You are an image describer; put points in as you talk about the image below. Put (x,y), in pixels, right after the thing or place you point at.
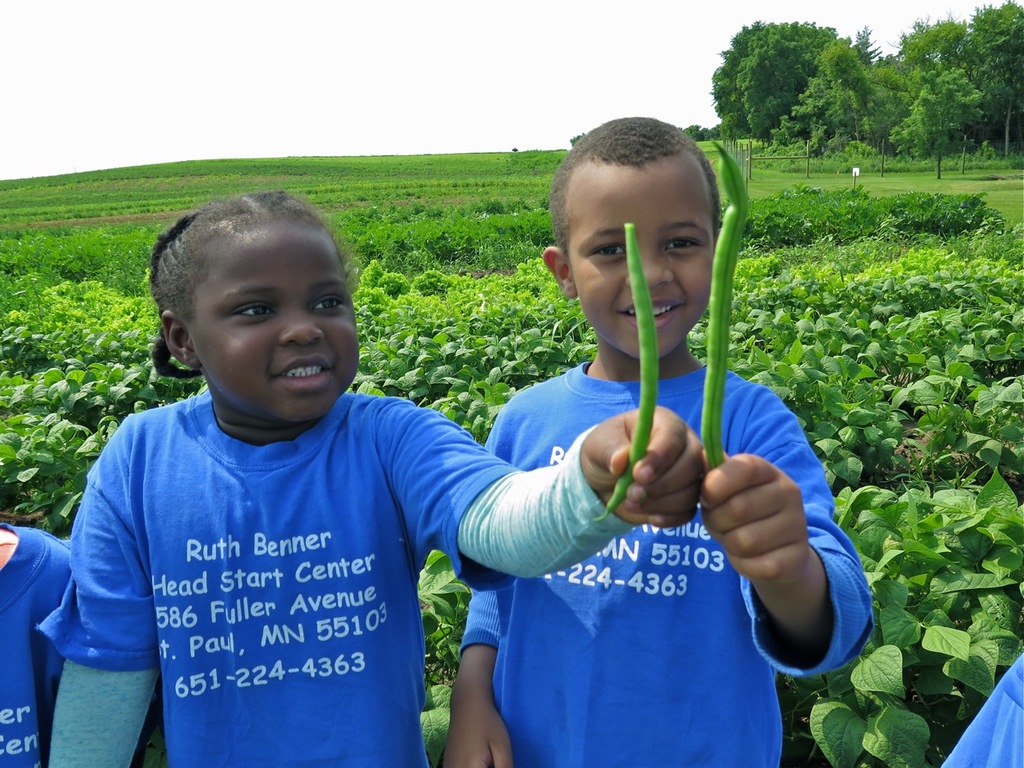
Here we can see two children (231,755) holding vegetables (654,359) with their hands (743,461). There are plants (559,327), grass (63,184), and trees (987,66). In the background (623,99) there is sky (432,123).
